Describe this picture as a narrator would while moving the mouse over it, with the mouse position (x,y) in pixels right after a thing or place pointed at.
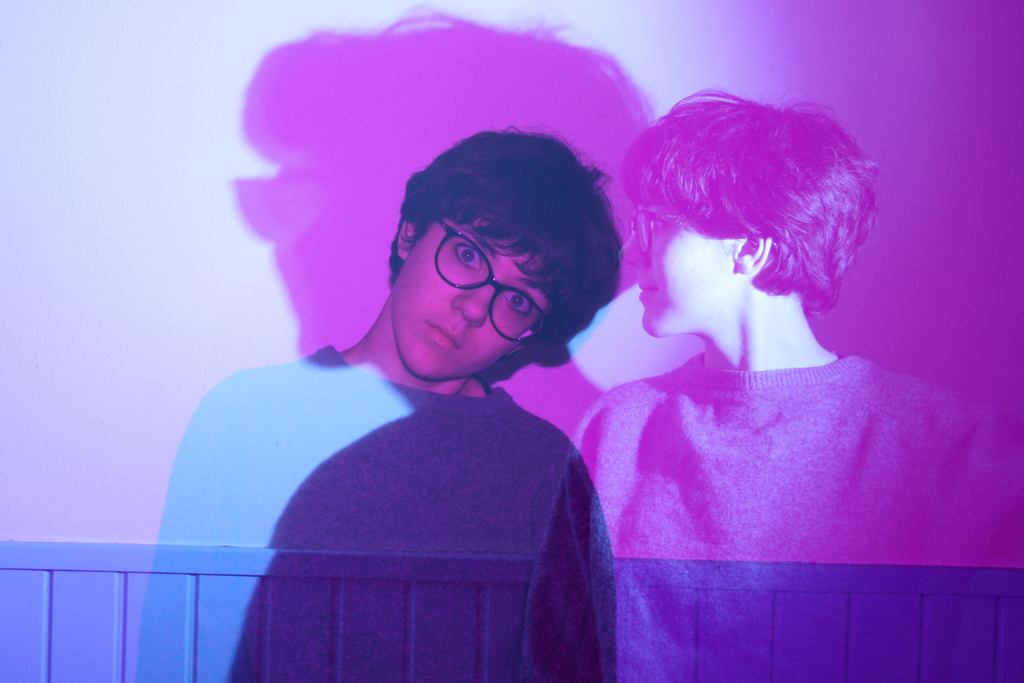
In this image we can see reflections (314,251) of the person (445,443) on the wall (89,469).
